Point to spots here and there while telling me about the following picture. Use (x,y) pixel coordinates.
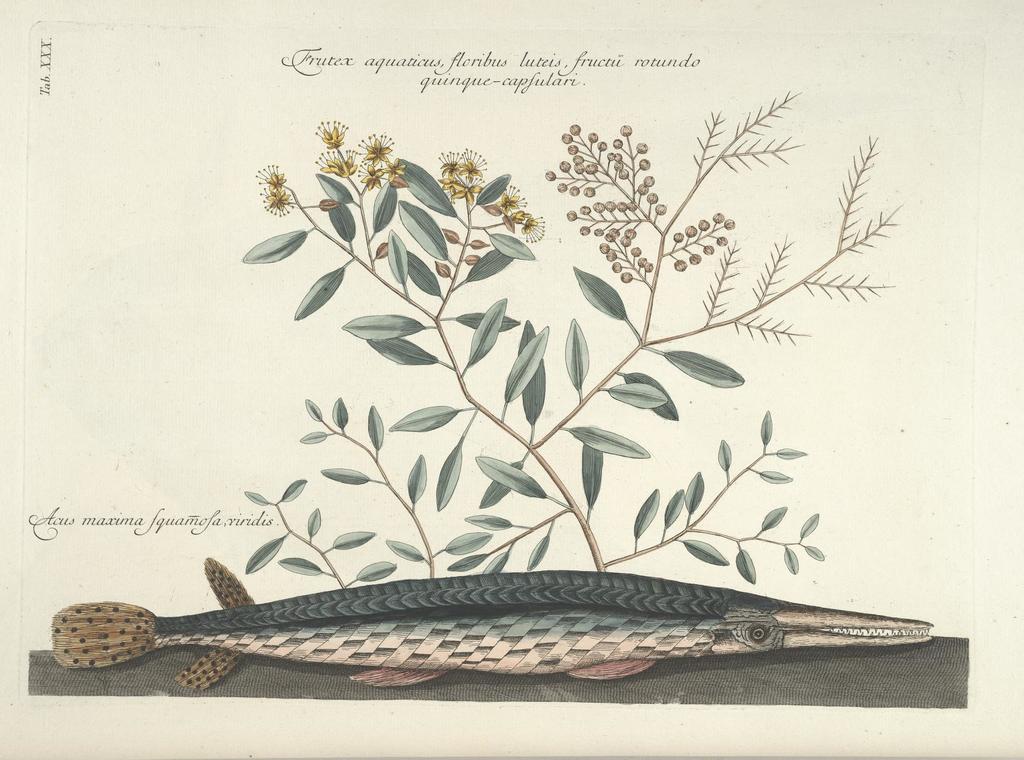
In this picture there is a plant poster (603,451) in the image and there is a fish (626,629) at the bottom side of the image (461,630).
